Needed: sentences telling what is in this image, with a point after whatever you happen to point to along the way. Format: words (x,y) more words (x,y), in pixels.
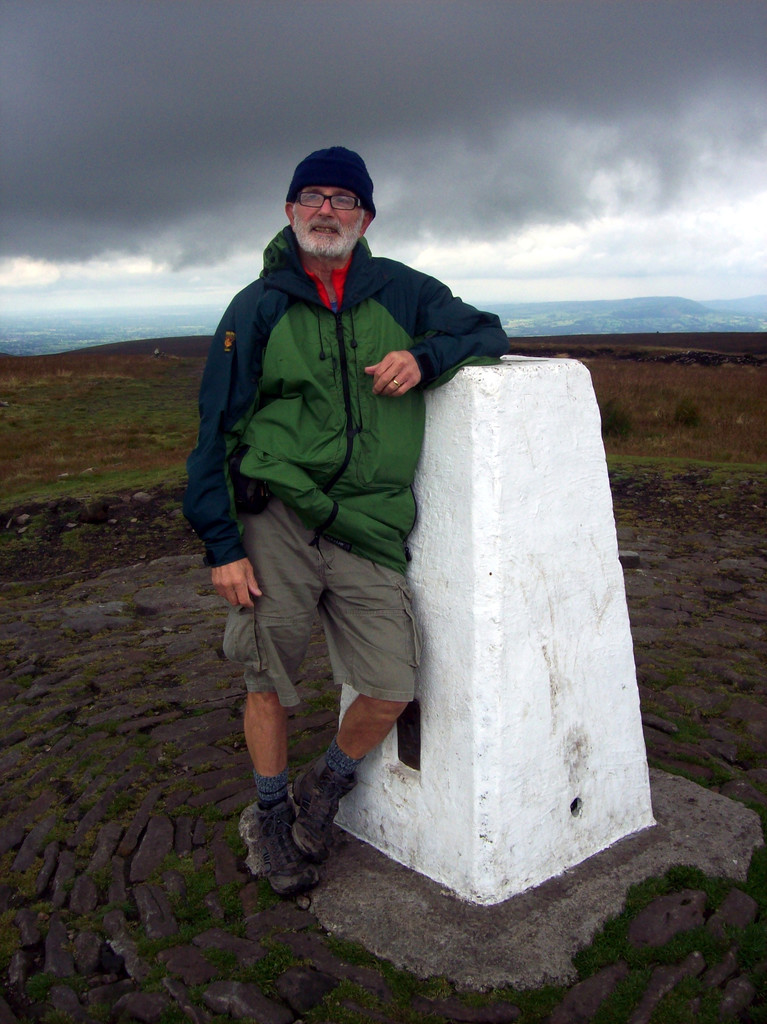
In this picture I can see a man (407,518) standing, there is a pillar (493,634), there is a hill (752,636), and in the background (734,191) there is the sky (427,115).
